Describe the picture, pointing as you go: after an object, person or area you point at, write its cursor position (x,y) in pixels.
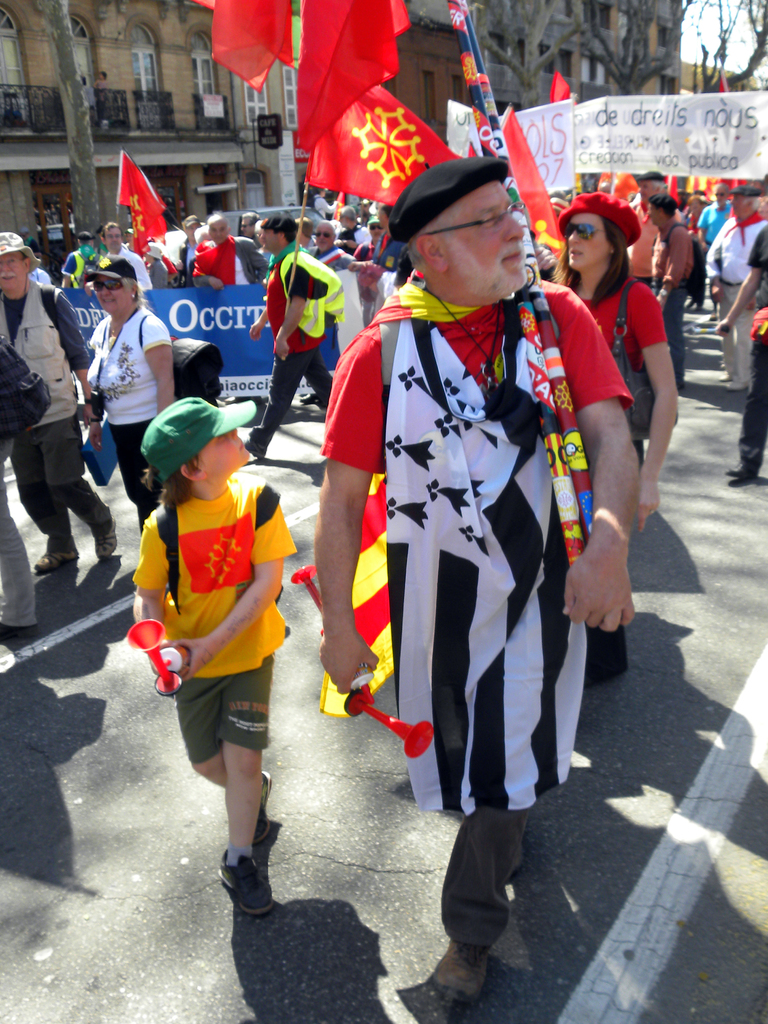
In the foreground of this image (388,478), there are people (359,466) wearing bags (645,388) and holding flags (468,528) are walking on the road (665,594). Few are holding banners (579,169). In the background (547,4), there are buildings (630,53), trees (703,49) and the sky (735,29).
